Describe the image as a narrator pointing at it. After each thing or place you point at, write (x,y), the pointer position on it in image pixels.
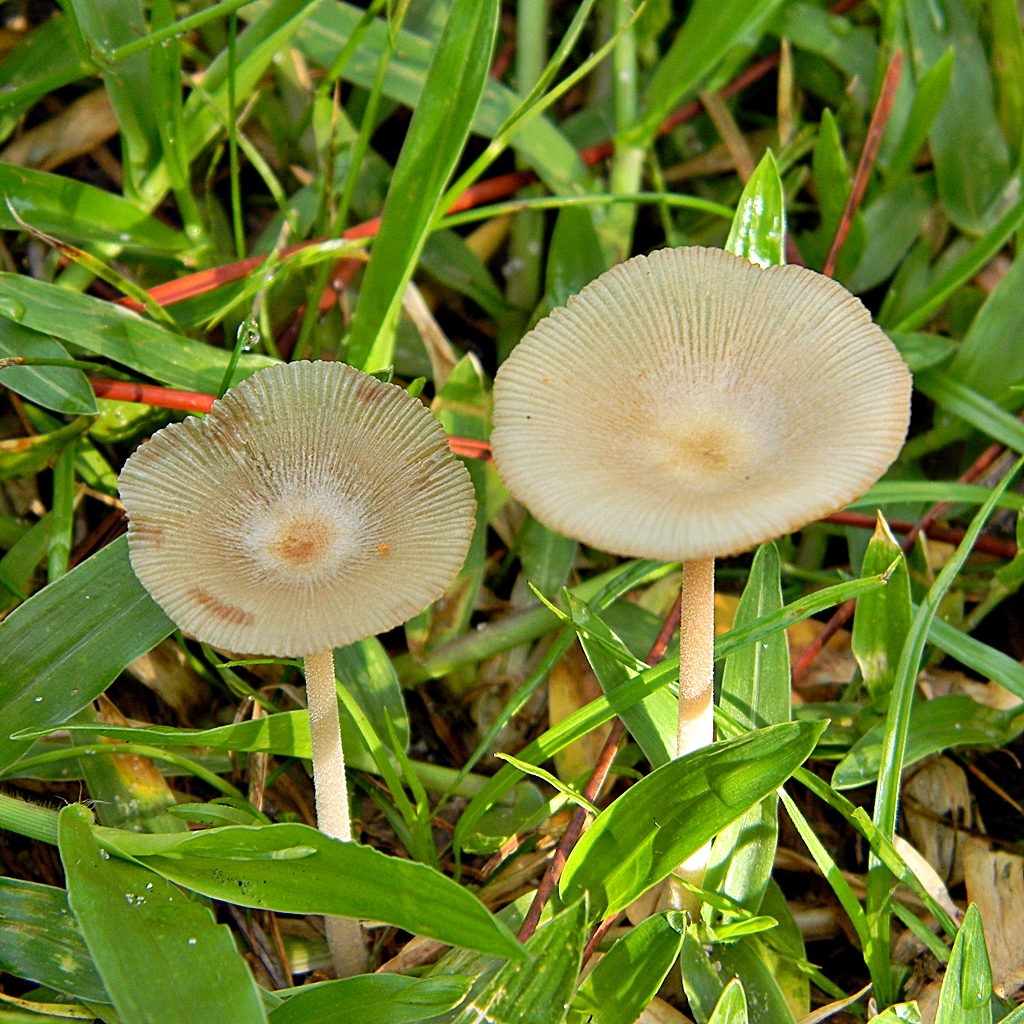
In this picture we can see few mushrooms (439,536) and grass (67,682).
